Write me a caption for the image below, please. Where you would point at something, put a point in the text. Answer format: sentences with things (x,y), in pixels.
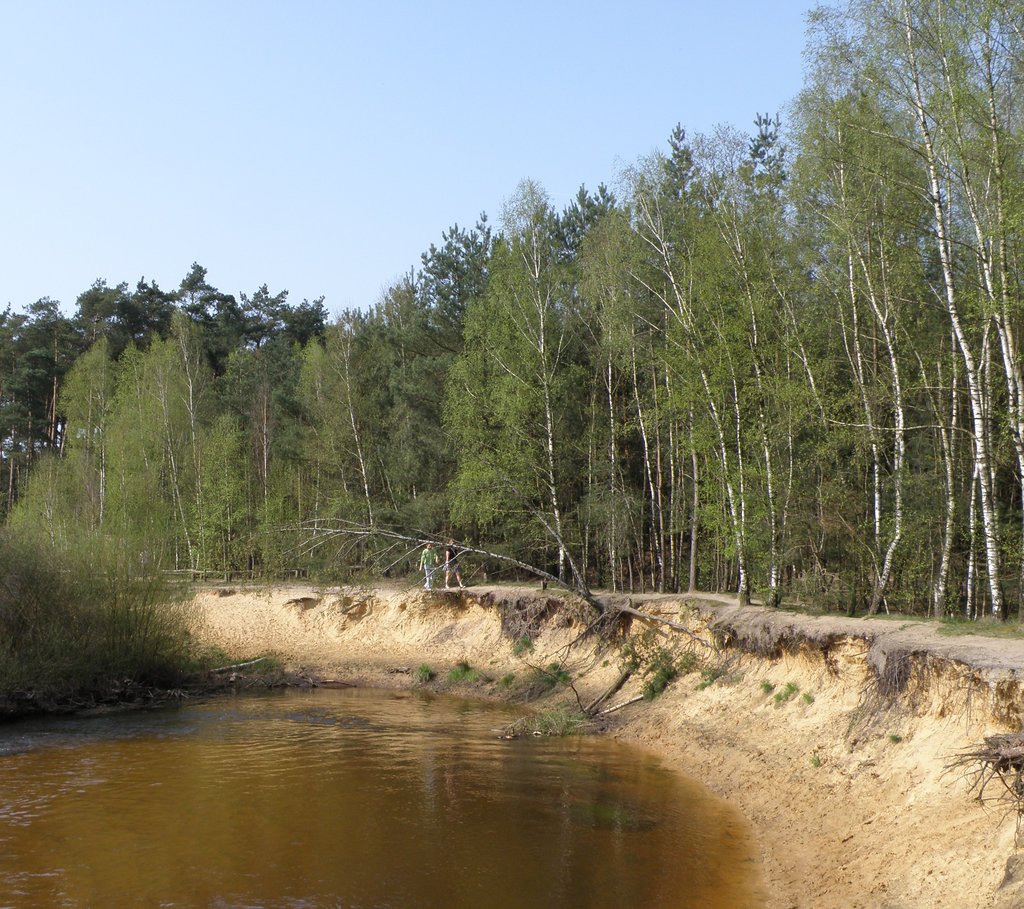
Here is the water (331,799) flowing. I can see two people (427,569) walking. These are the trees (523,354) with branches (776,465) and leaves (733,455).
